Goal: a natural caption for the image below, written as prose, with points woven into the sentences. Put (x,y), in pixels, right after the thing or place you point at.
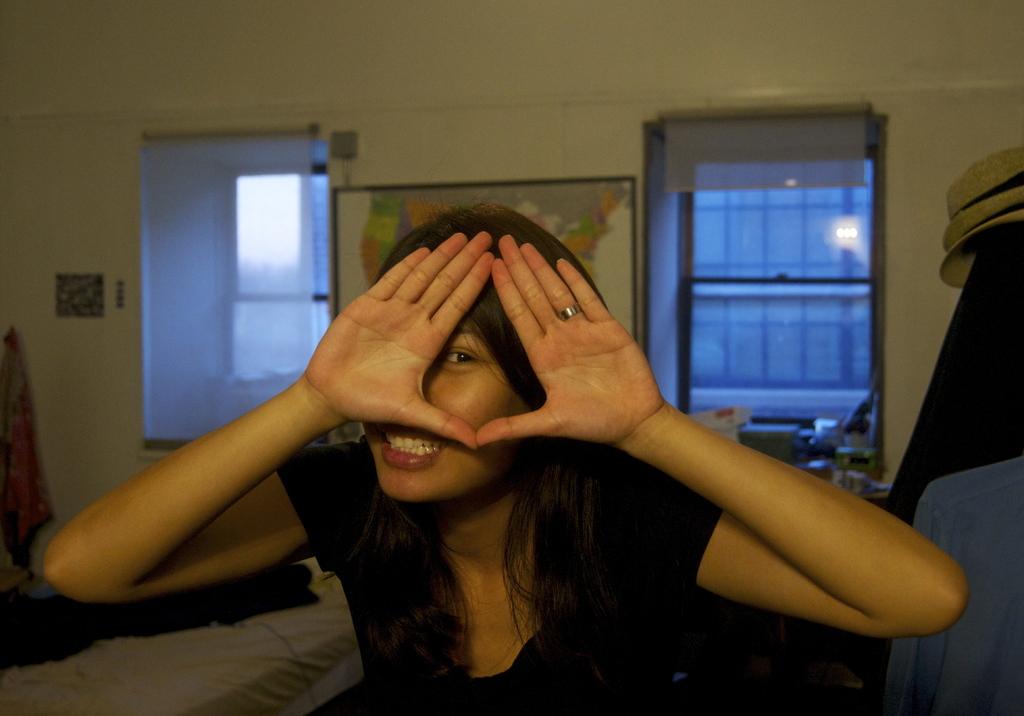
In the image we can see a woman (514,614) wearing clothes (562,622), finger ring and she is smiling. Behind her we can see there are two windows (660,337) and frame (592,225), stick to the wall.
